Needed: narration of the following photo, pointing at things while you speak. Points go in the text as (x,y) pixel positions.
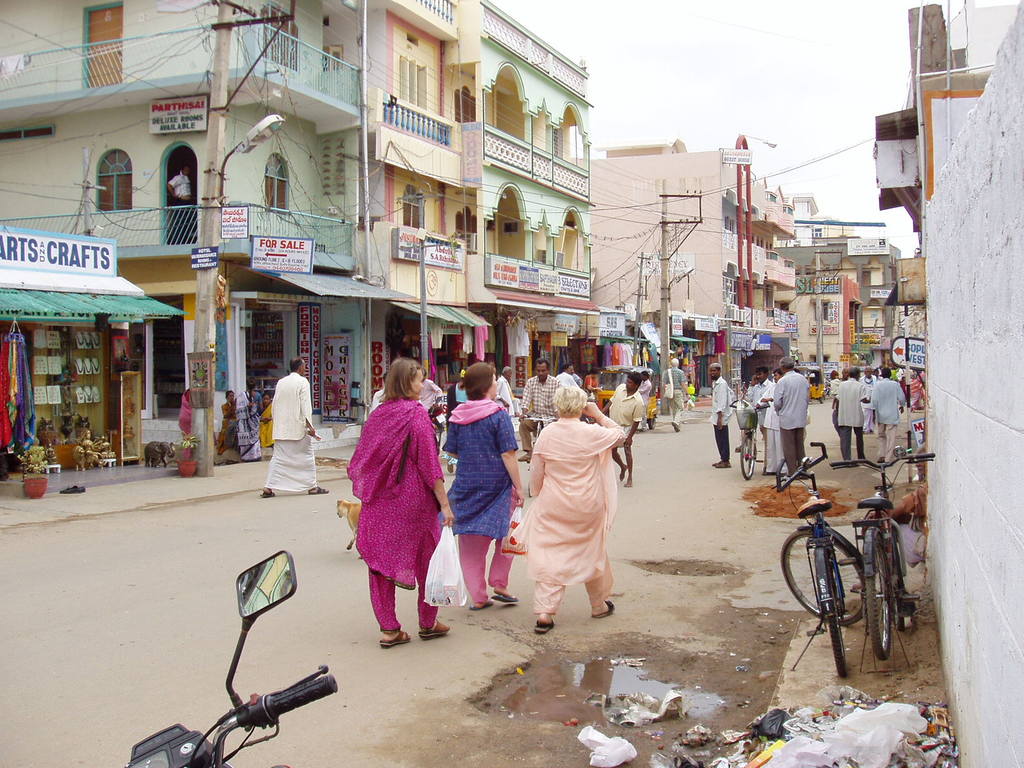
In this picture I can see the people (597,427). On the left side (139,442) there are stores (361,363) and buildings (302,139), on the right side (872,619) I can see the cycles (876,603). At the top (692,51) there is the sky (694,70), at the bottom (253,604) I can see the mirror (287,576) of a vehicle (308,694).
